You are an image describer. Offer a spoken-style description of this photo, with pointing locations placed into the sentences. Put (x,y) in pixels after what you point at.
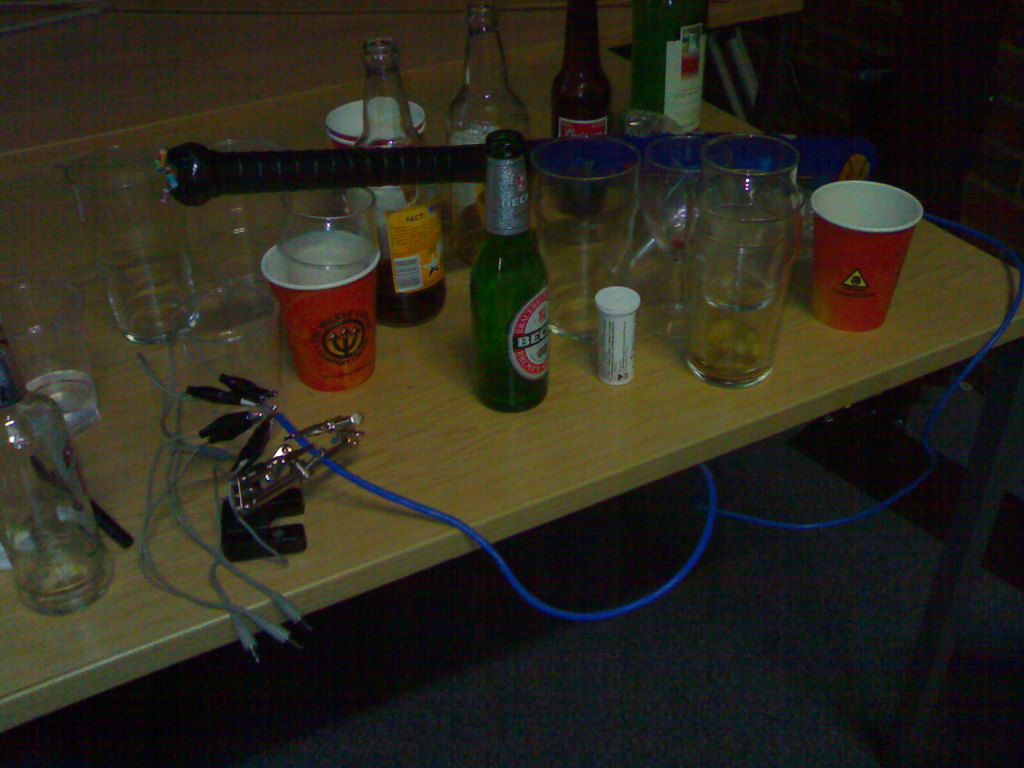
In this image there is table (896,378), on that table (324,494) there are glasses (227,244), beer bottles (571,81) and a baseball bat (214,164) with wires (381,490).
